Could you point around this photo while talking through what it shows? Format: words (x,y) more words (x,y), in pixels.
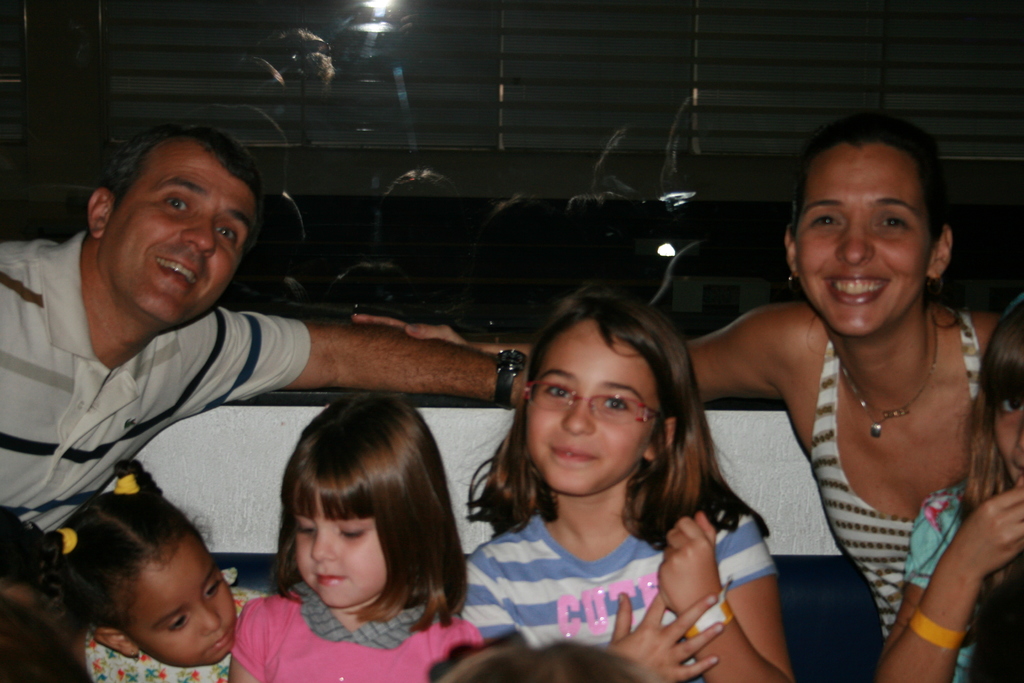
In this image we can see a few people (439,513) sitting on the couch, also we can see reflections (376,301) of those people (532,578) in the mirror (461,107), and there is a light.
